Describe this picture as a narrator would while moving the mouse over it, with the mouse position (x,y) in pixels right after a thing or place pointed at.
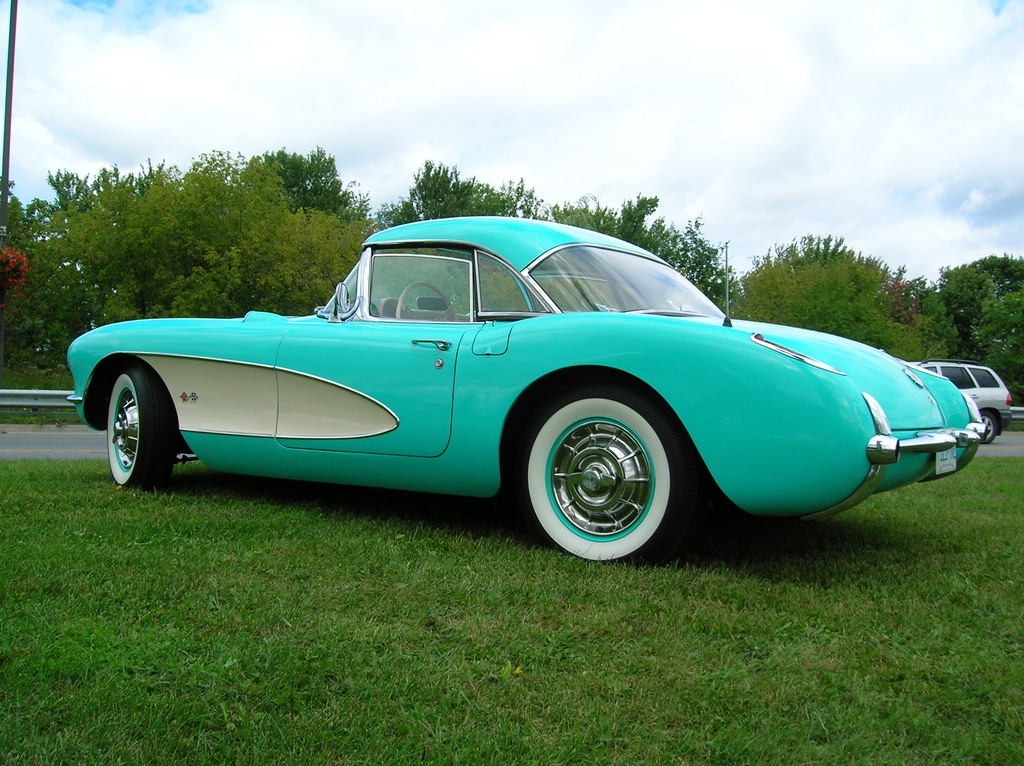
In this image we can see a car (642,377) with mirrors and door (432,346) is parked on grass field (566,577). In the background (990,408), we can see a car (985,420) parked on the road (1001,442), a metal railing (56,395), group of trees (55,320).
